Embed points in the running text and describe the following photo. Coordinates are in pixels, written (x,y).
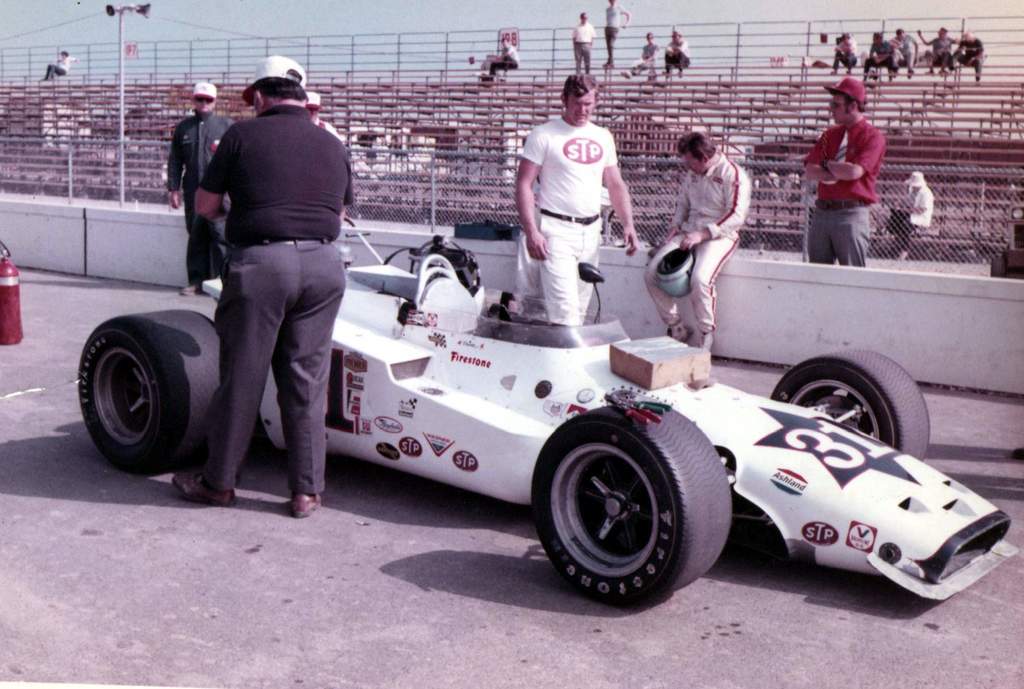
In the middle of this image (593,280), there are a vehicle (867,424) and persons (178,124) on a road (370,466). One of them is sitting on a white wall (738,280). In the background (917,14), there are other persons (942,29), fences (399,58), poles (123,67) and sky (473,12).
